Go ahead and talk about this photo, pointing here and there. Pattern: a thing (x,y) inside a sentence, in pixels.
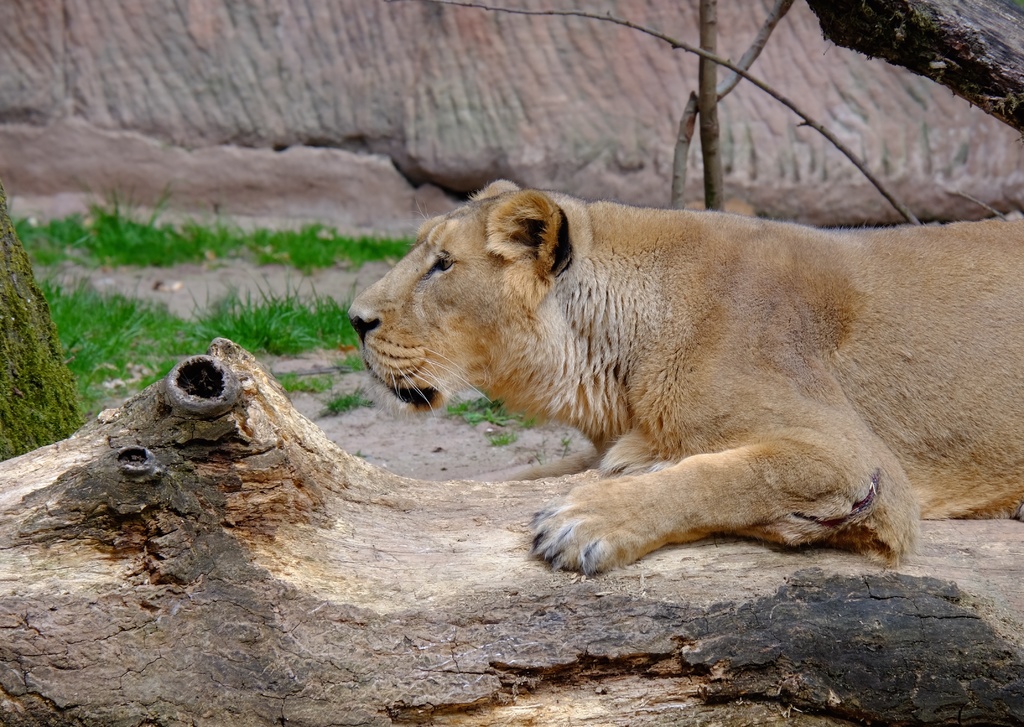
In this picture we can see a lioness (663,426) on the wooden bark (421,554), beside to the lioness (385,369) we can see grass (67,299).
